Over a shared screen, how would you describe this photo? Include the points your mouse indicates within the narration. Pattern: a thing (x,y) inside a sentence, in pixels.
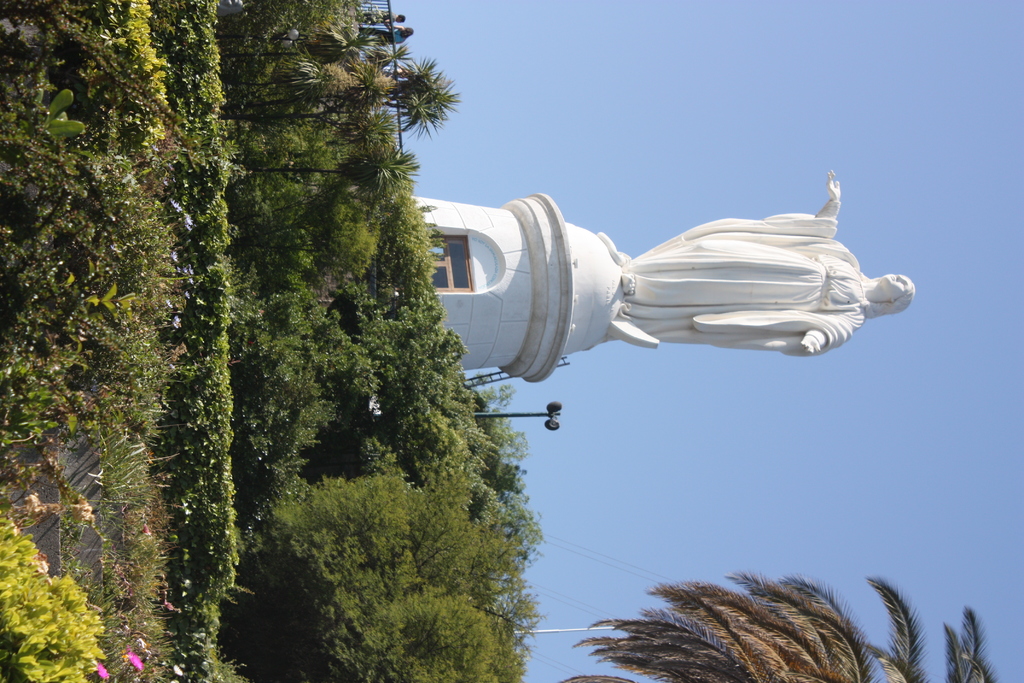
In this image in the center (397,400) there are plants (272,363) and there is a statue (675,285) which is white in colour.
